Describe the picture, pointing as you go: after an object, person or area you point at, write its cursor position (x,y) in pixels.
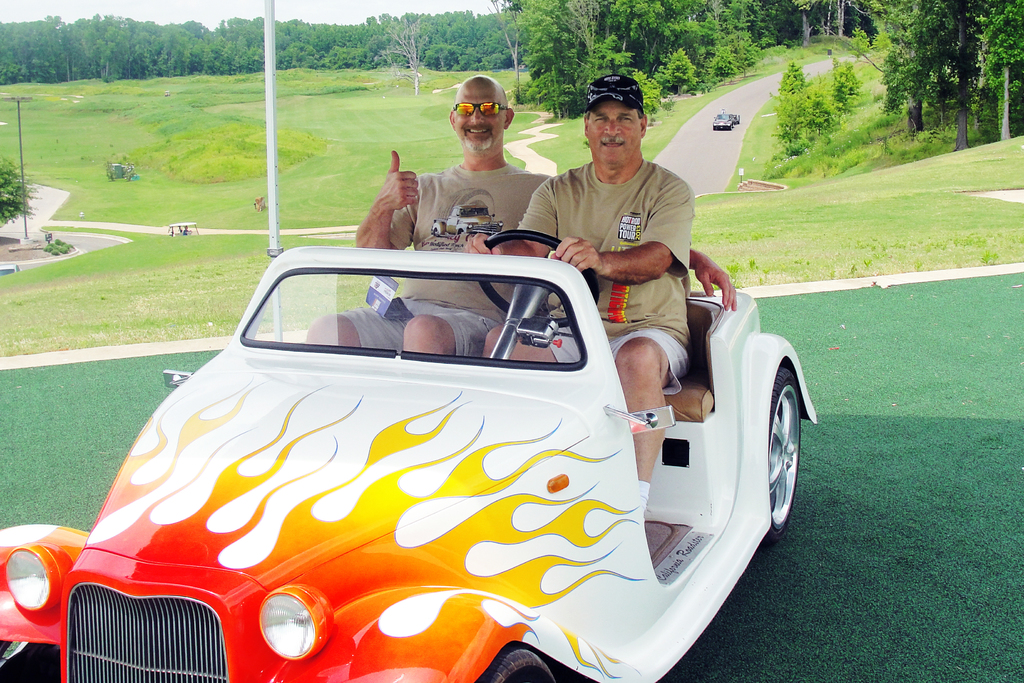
In this image we can see two persons (637,303) are sitting in the white car (597,297). In the background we can see many trees (512,45), road (706,119) and cars (724,120).
